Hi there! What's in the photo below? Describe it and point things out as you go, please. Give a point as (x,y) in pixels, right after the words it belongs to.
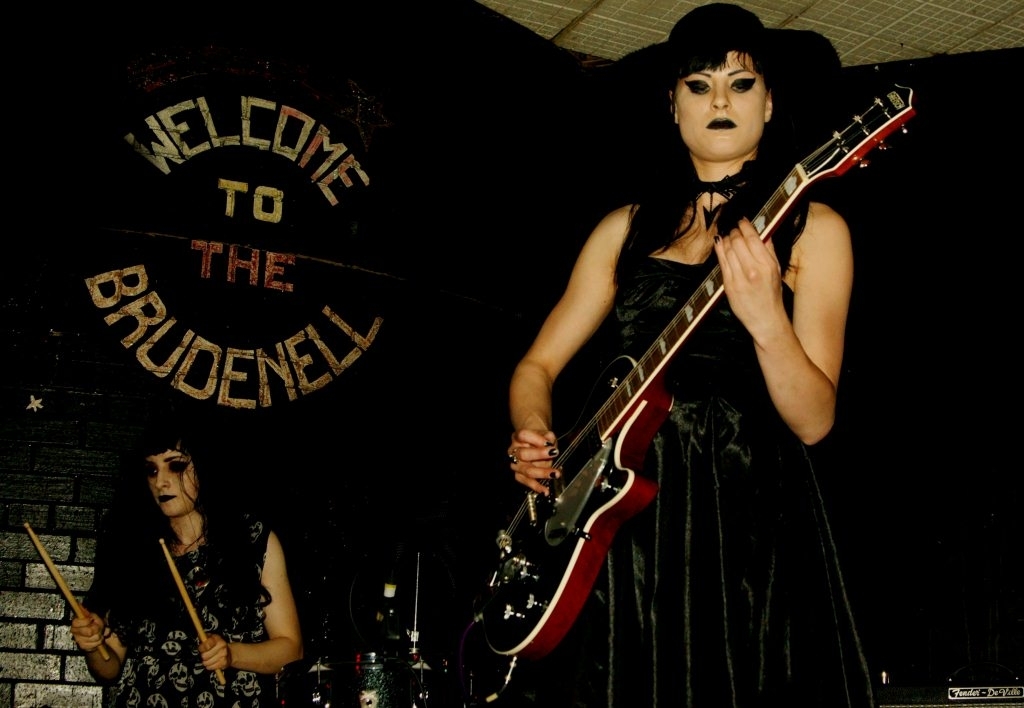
In this image, we can see 2 women (661,553) are standing. The right side of the image (739,466), the woman (733,433) is playing guitar (652,353). And she wear a hat (681,42) on his head (732,28). And she wear black dress (720,598). In the left side of the image (167,648), the woman (168,624) is holding drum sticks (77,614). Here we can see some musical instrument (392,661). We can see the background (75,537) the brick wall (72,509).
